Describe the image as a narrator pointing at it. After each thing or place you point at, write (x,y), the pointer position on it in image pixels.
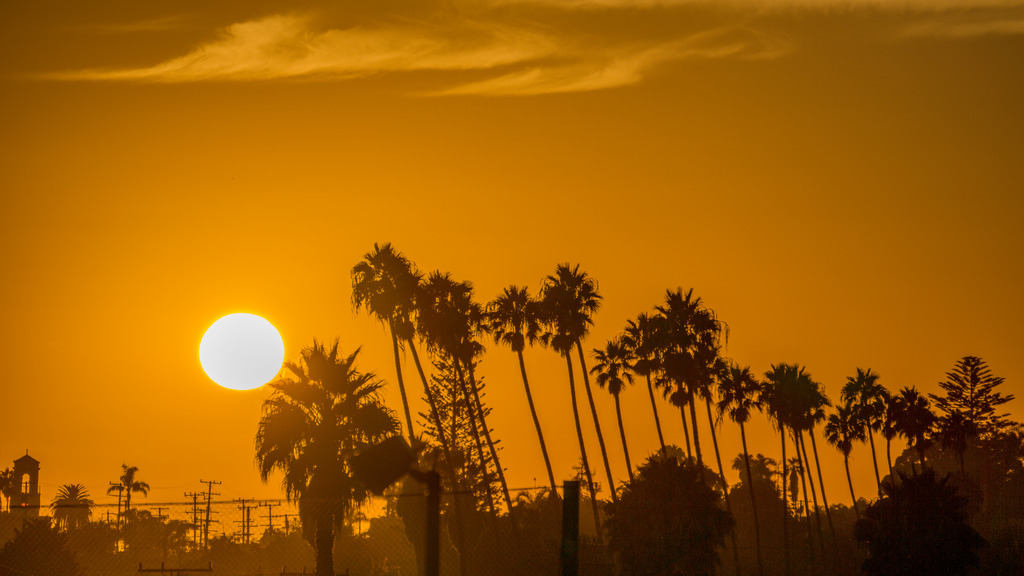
At the bottom of this image (916,466), there are trees (720,493), a building (32,502) and poles (576,559) on the ground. In the background (592,53), there are clouds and a sun (212,327) in the sky (292,224).
